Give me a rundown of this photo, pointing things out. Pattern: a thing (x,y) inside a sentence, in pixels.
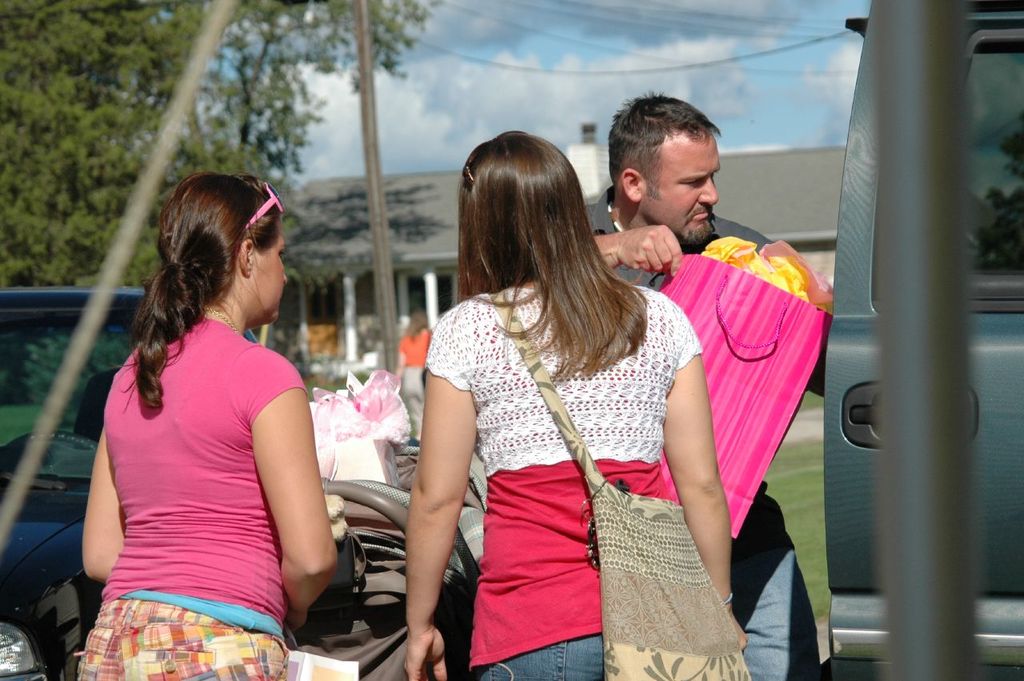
In this picture I can see three persons (482,301) standing, there is a person (613,236) holding a bag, there are vehicles (989,535), trees (94,210), there is a person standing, there is a building (454,209) with pillars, and in the background (567,73) there is sky (516,100).
